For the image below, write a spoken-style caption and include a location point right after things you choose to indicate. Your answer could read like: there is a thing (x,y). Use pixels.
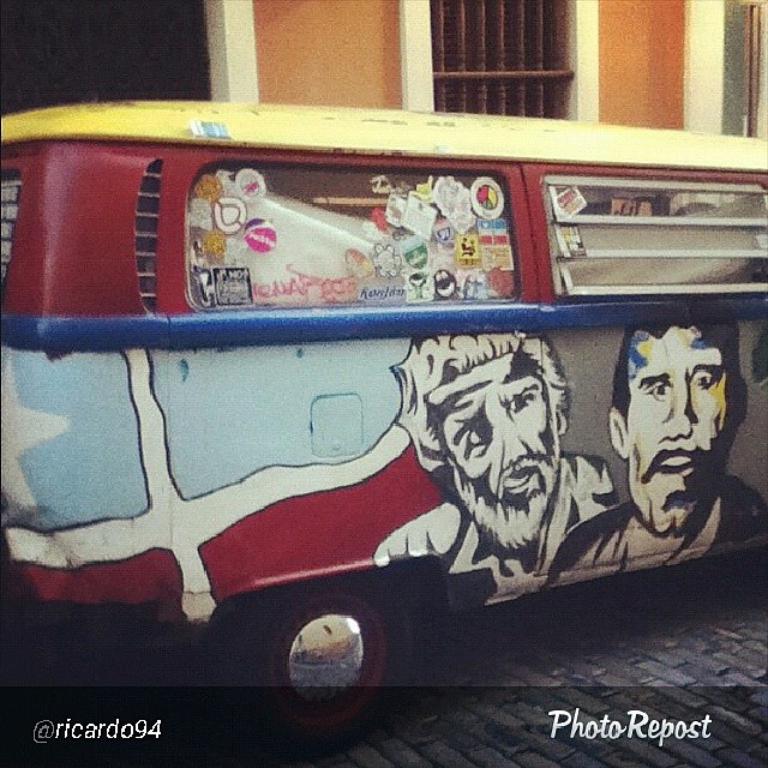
In the center of the picture (487,310) there is a van (606,332), on the van (444,444) there are paintings (220,427). In the background (281,50) there is window (505,68) and a wall (397,68). At the bottom (493,680) it is pavement (593,741).
